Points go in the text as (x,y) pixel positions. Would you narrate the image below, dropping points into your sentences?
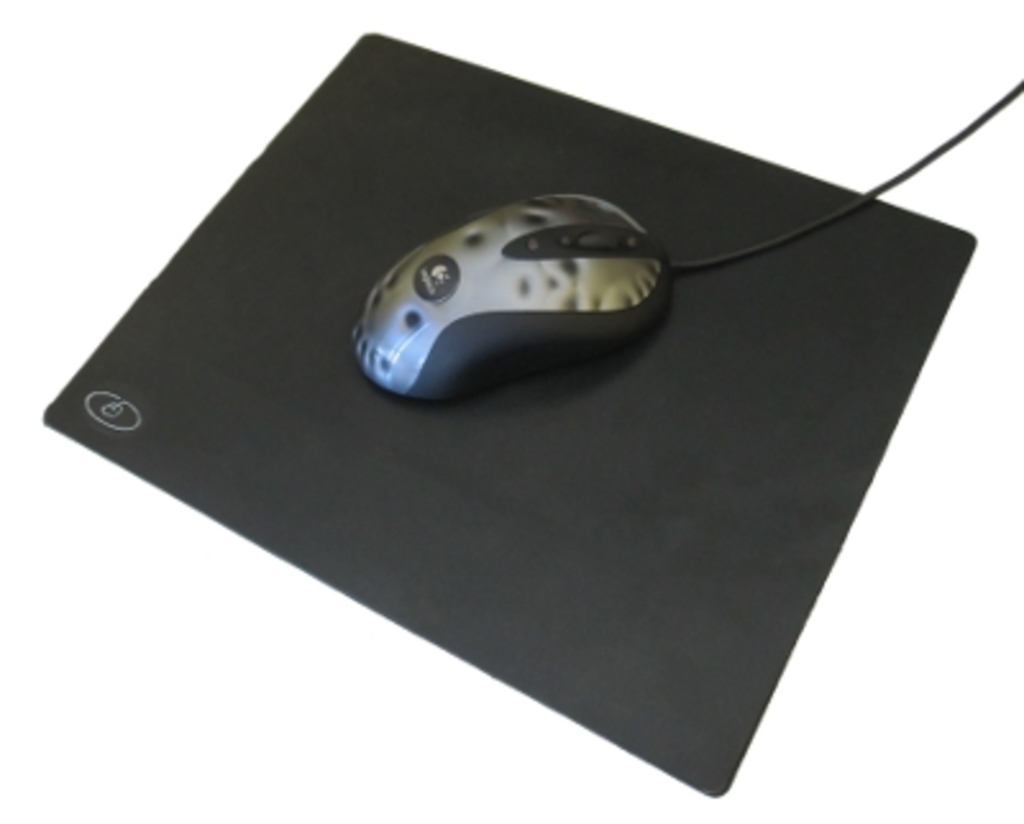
In this image I can see the mouse (424,390) on the mouse pad (368,397) and the mouse pad (494,493) is in black color and I can see white color background (780,28).
